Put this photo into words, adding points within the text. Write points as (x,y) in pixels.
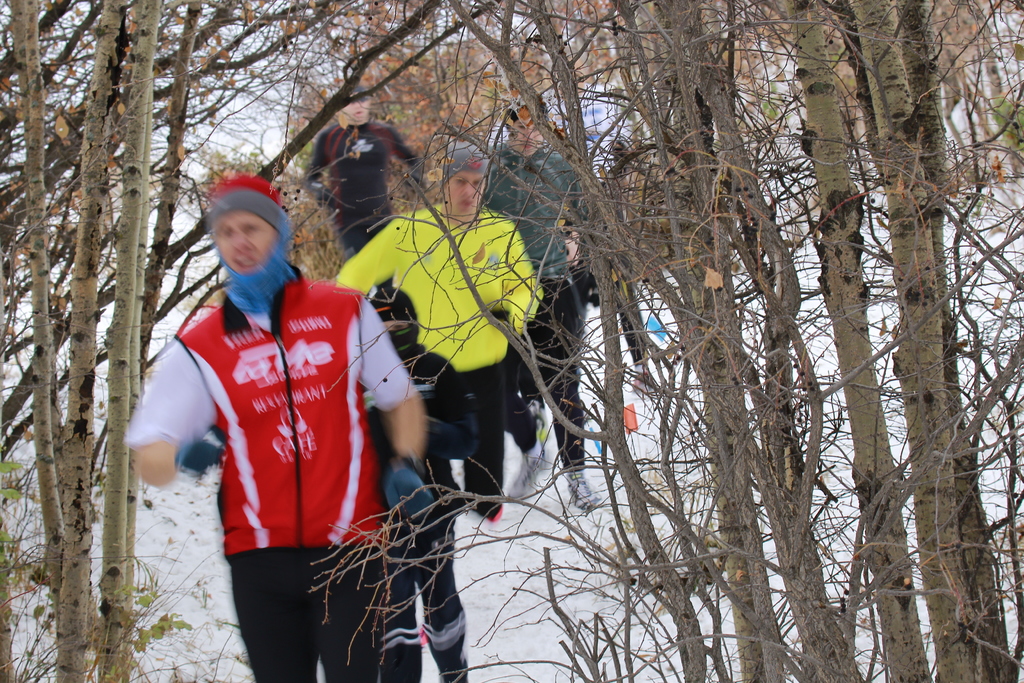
In this image we can see many trees (758,457). There is a snow (181,529) in the image. There are few people (492,248) in the image.
